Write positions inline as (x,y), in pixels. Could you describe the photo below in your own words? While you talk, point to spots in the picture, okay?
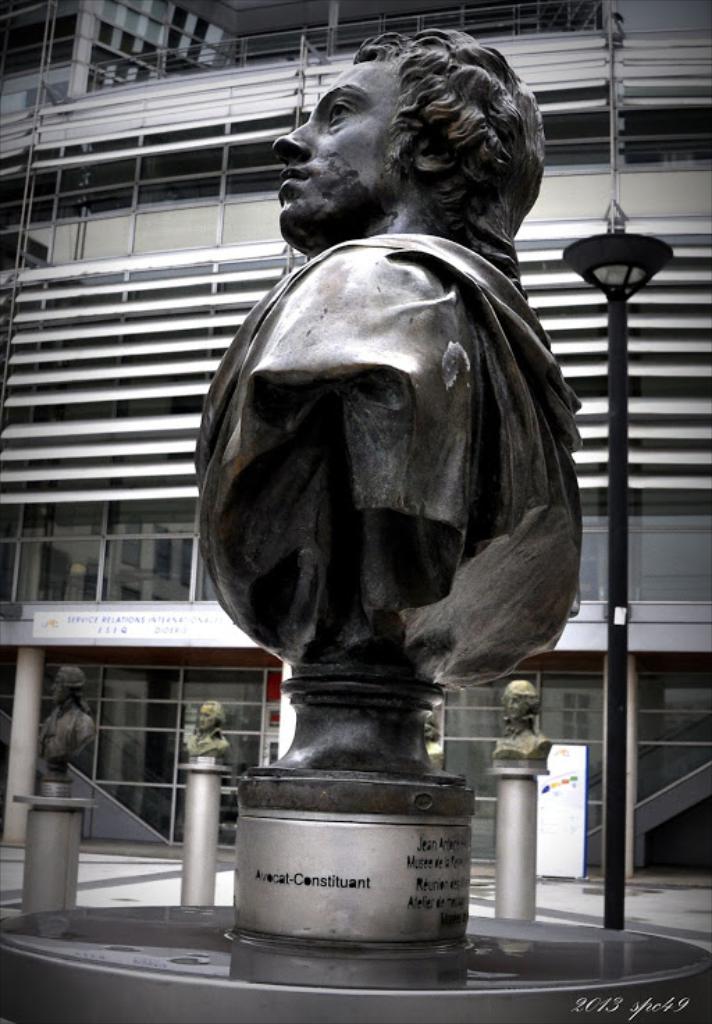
In the center of the image (336,513) we can see a statue (453,915) and the text (442,837) on the wall (413,869). In the background of the image (511,885) we can see the poles (622,901), statues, light (614,333), building (31,569), pillars (542,770), boards (99,619), text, rods (9,321). At the bottom of the image (82,896) we can see the floor (482,916). In the bottom right corner (645,1008) we can see the text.
